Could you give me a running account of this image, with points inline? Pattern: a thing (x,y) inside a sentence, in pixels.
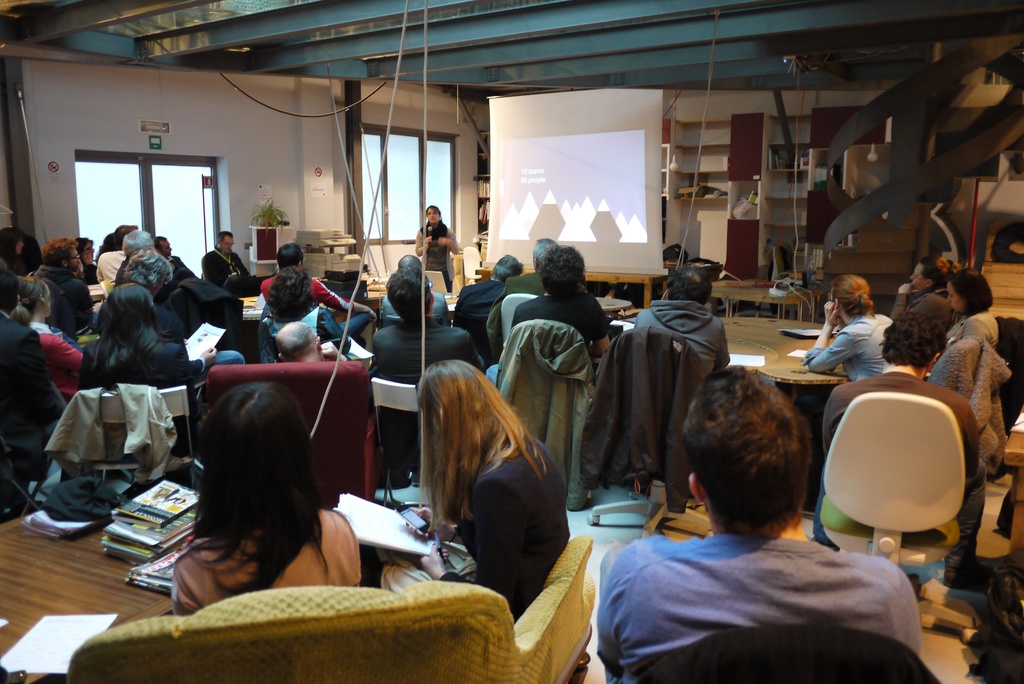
In this picture we can see some persons (775,436) sitting on the chairs (916,497). This is the table (30,584). On the table (36,596) there are some books (136,552). Here we can see a person (420,253) who is standing on the floor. And this is the wall (266,119). Here we can see a screen (561,206) and this is the door (158,197). On the background (744,154) we can see a rack (744,154).
